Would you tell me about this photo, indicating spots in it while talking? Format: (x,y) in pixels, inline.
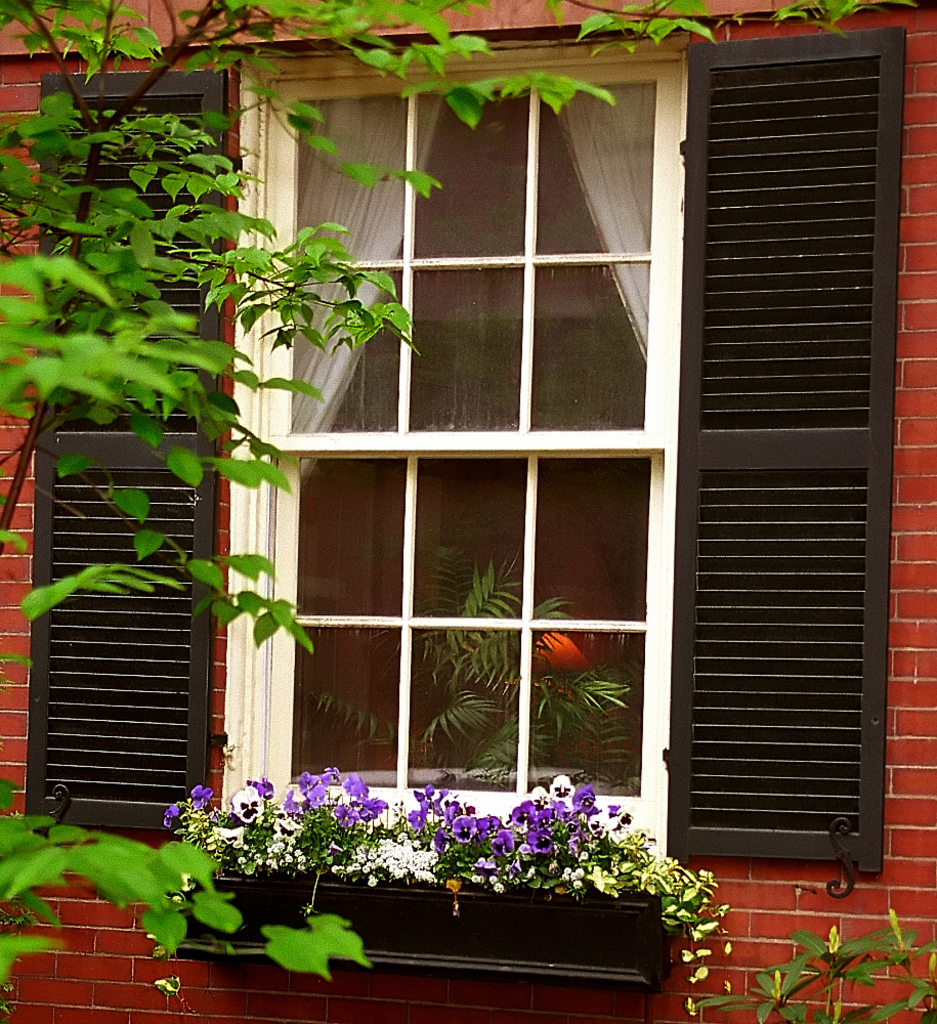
This image consists of a window (622,649). At the bottom (380,858), there are plants (683,921). On the left (42,287), there is a tree (29,440).
